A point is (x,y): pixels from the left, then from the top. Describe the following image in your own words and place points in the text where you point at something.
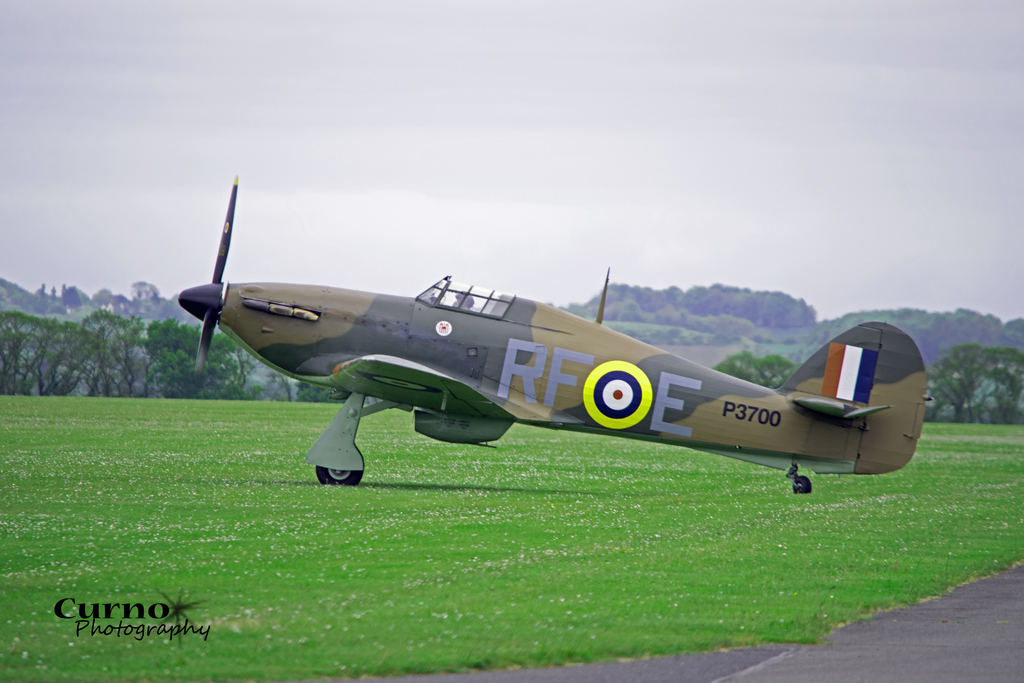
In this image there is aircraft (388,356) in a field (595,647) in the background (920,321) there are trees (174,311) and a sky (589,59), in the bottom left (146,625) there is text (106,623).
